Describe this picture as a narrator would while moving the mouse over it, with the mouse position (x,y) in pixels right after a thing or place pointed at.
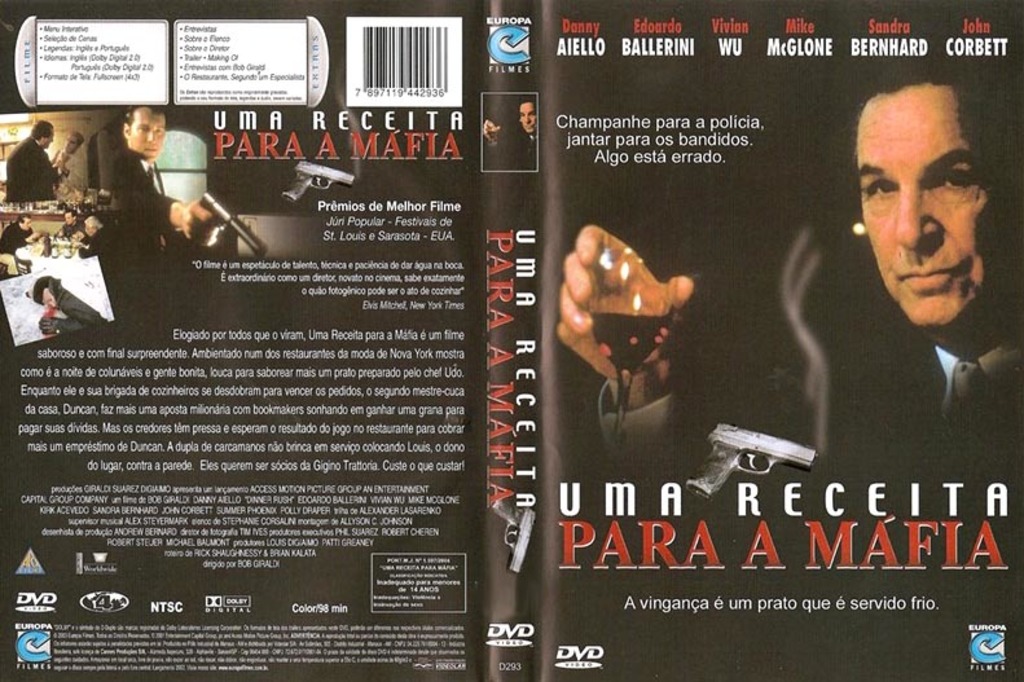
In this image I can see the poster (638,495) in which I can see the group of people (47,137) and I can see something written on the poster (478,342).
